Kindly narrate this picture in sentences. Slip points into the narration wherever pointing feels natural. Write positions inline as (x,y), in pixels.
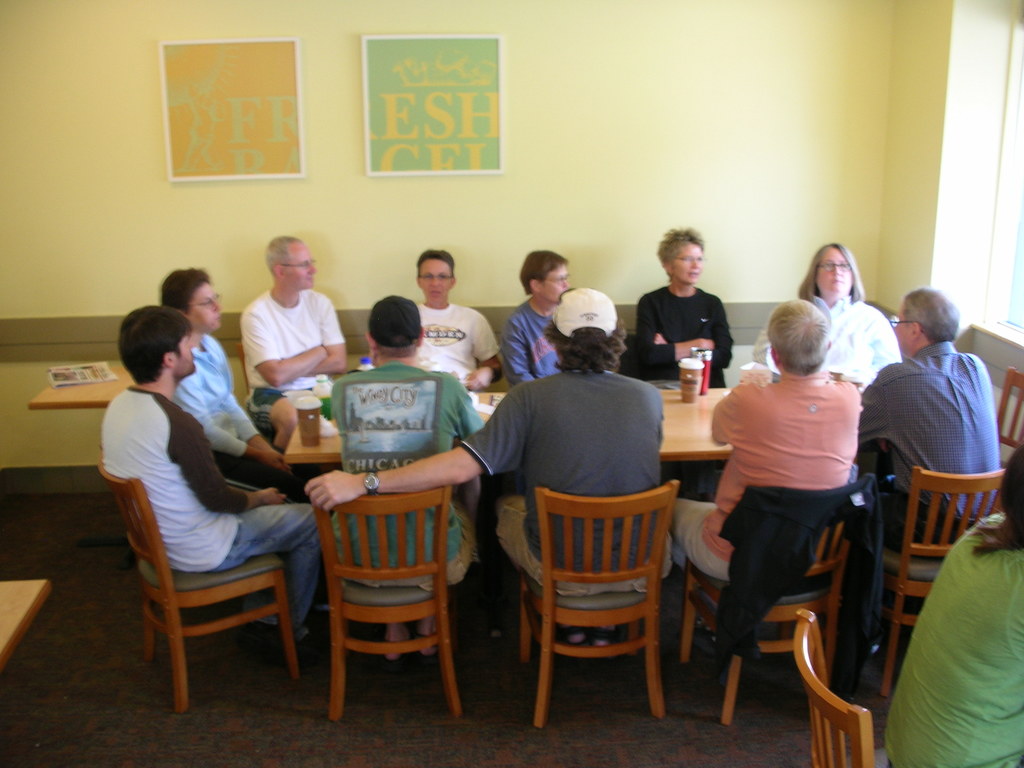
There is a group of people (554,355). there is a table (690,427). there is a paper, bottle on a table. We can see the background (872,204) is poster (385,144) and wall (873,219).
